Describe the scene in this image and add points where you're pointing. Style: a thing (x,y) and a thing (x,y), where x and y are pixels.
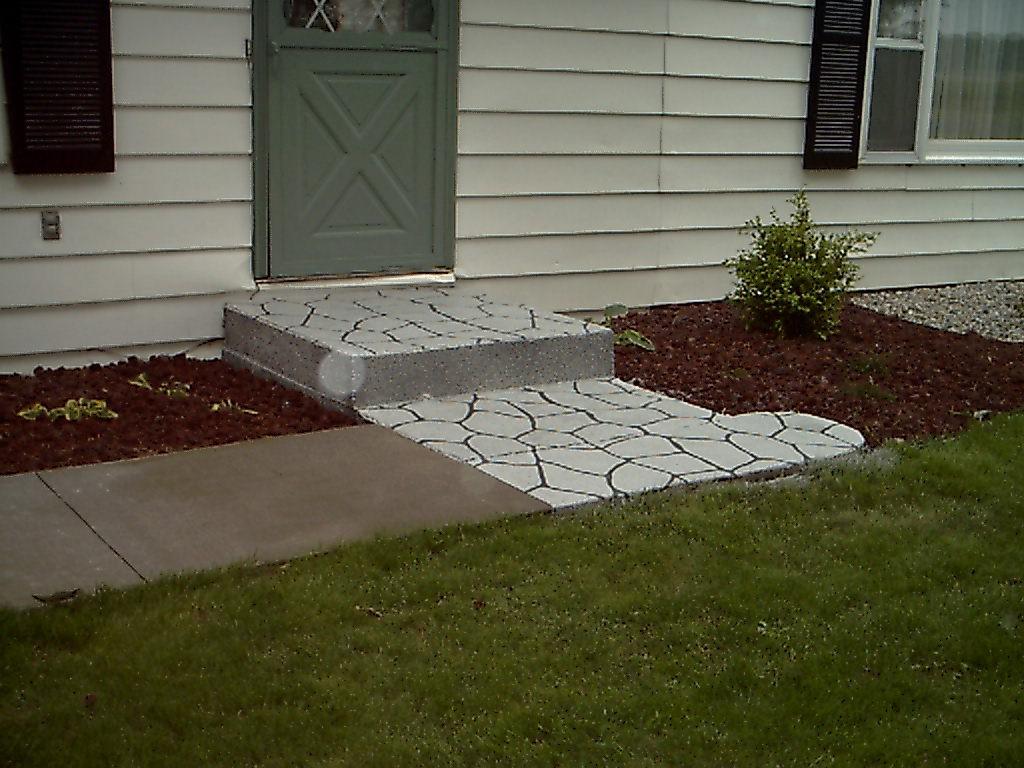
As we can see in the image is house (574,133), door (361,128), window (955,99) and plant (797,323). In the front (716,564) there is grass (679,614).
